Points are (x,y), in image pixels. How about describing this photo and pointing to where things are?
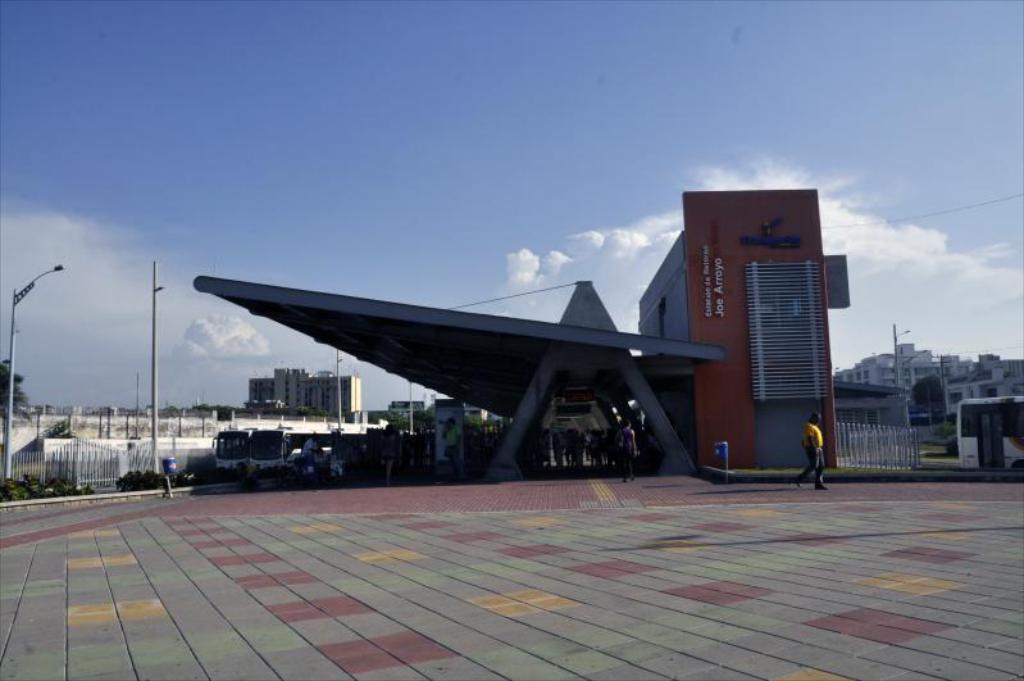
There are people (388,431) under the roof (469,364) in the center of the image (527,395) there are buildings (874,384), vehicles (284,437), poles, trees (397,417), boundaries (365,427) and sky (488,259) in the background area (905,397).
